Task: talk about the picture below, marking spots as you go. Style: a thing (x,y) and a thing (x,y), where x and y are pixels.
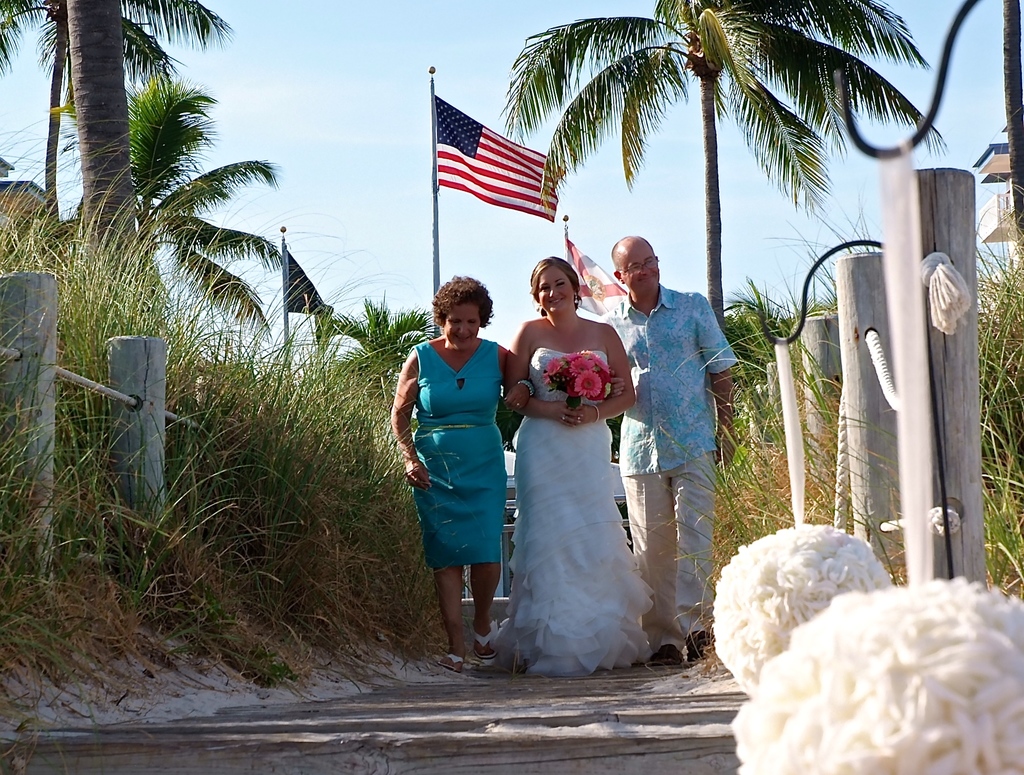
In this image we can see three persons (686,434) are standing, and smiling, there a woman (538,353) is holding a flower bouquet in the hand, at the back (48,384) there are trees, there is a fencing (23,293), there are flags (533,199), there is a sky (284,82).
